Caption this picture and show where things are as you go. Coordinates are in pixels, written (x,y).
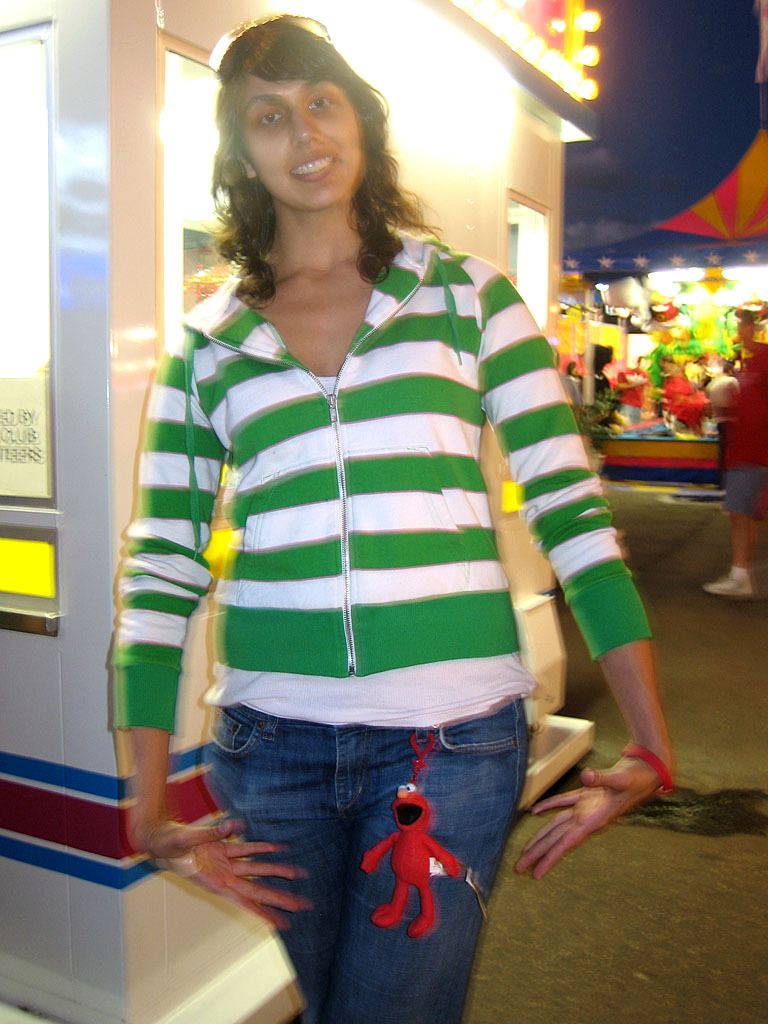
There is a woman (308,109) in jean pant (438,959), smiling on the road (550,1014). In the background (462,228), there is a building (109,573) which is having glass windows (4,315) and lights (532,36), there is a person (714,584) on the road (722,548), there is a tent (762,224) and other objects (644,359).
